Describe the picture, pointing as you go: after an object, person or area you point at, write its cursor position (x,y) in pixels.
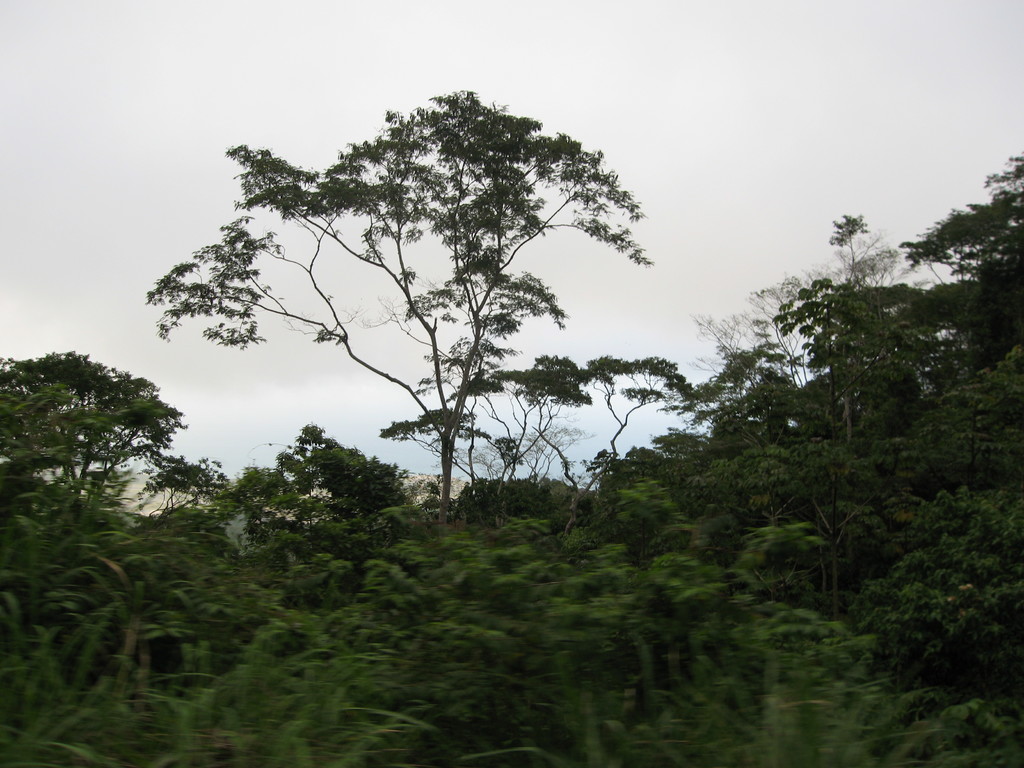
In this picture we can see the trees (297,508) and hills (131,487). At the top of the image (486,25) we can see the sky (329,66).
